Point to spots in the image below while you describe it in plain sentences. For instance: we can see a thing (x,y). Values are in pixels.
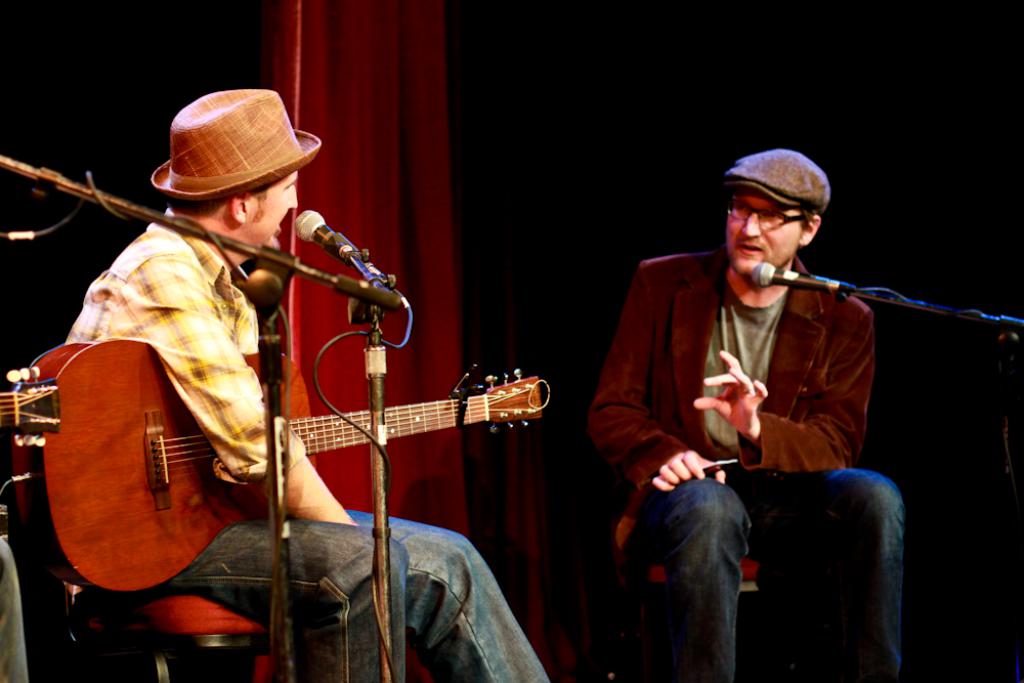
Background (340,64) is dark and we can see a red colour curtain (367,143). We can see two men (776,347) wearing caps (224,164) sitting on chairs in front of a mike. This man (213,171) is holding a guitar (149,436) in his hands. This man (727,485) is holding a mobile (718,471) in his hands (685,478) and he is talking.
